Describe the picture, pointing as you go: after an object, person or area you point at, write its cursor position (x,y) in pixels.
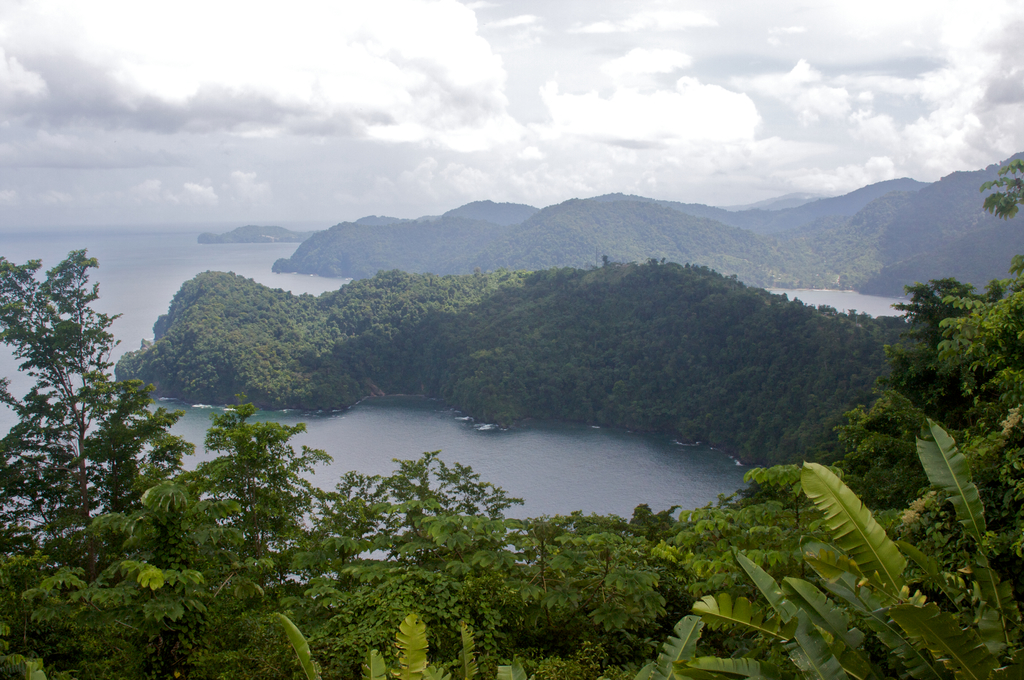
This picture shows a cloudy sky (389,181) and we see trees (670,340) and a hill (555,230) and we see a water (57,245).
